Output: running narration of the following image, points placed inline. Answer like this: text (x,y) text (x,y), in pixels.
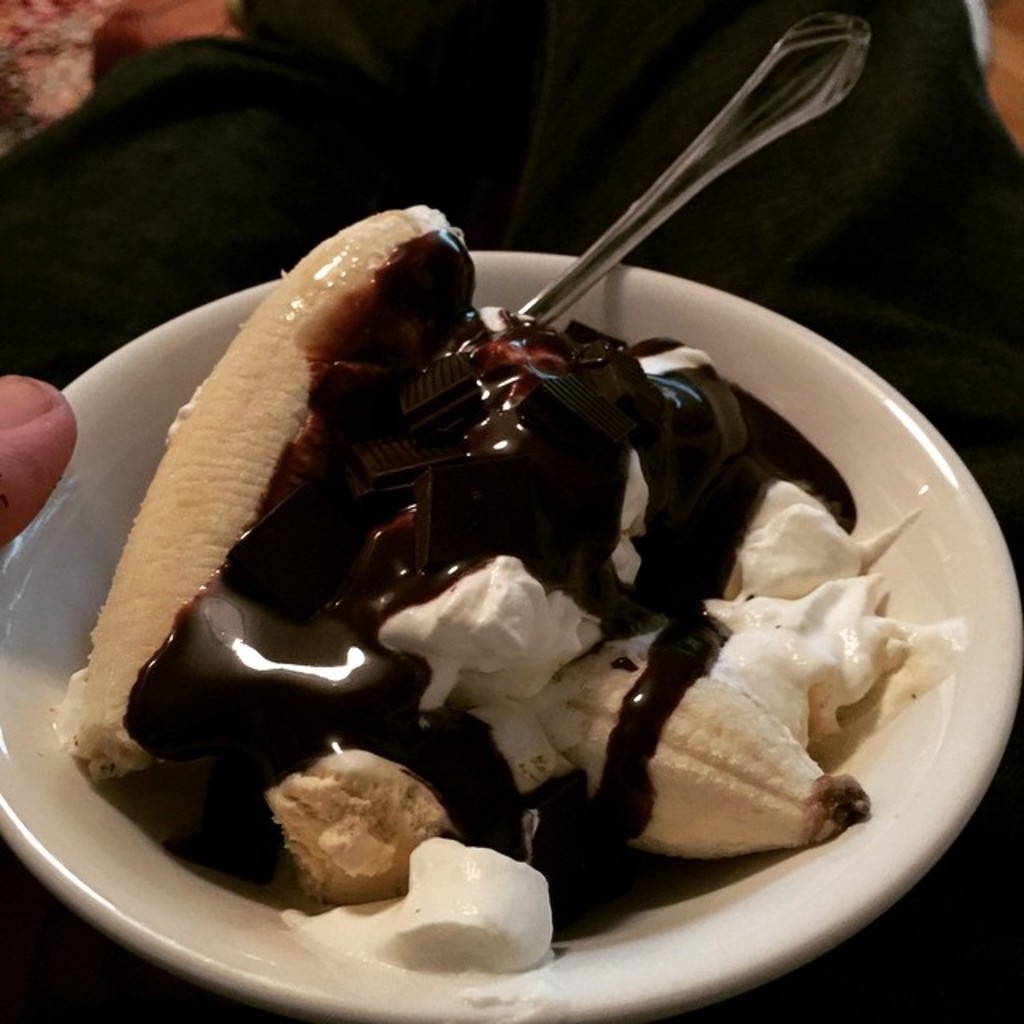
Here we can see a bowl (6,565), spoon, and food (505,576). There is a dark background (92,298).
